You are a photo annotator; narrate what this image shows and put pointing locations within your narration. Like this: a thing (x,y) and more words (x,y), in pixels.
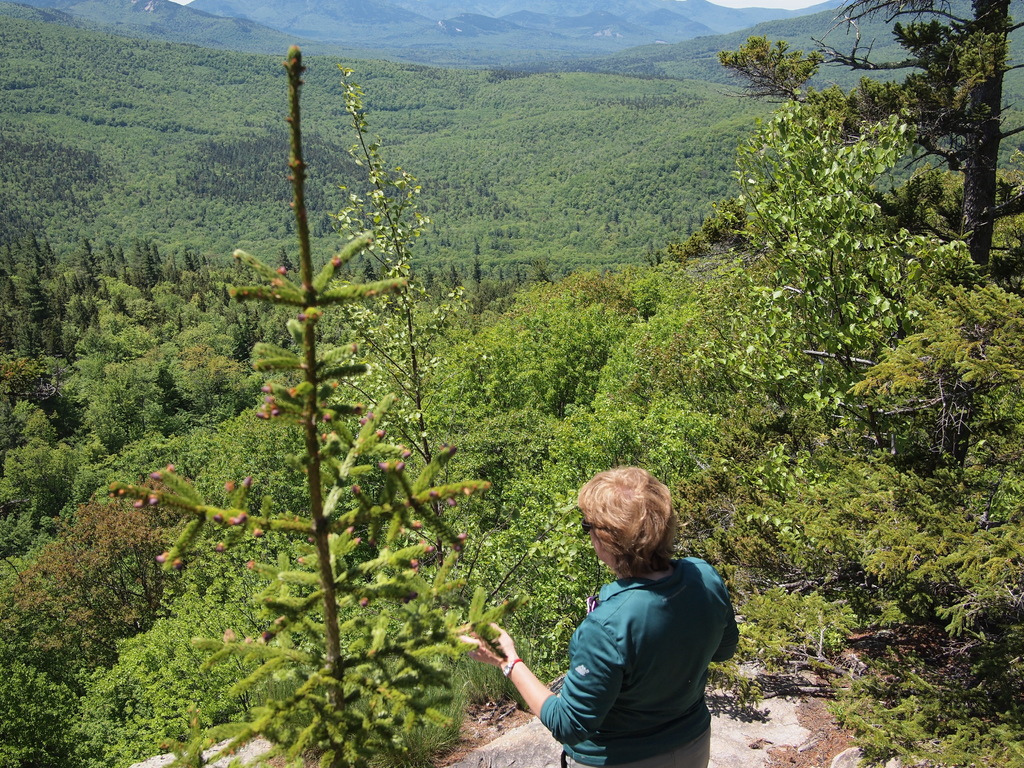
In this picture there is a person (585,635) standing and we can see trees (457,230) and hill (705,17).
